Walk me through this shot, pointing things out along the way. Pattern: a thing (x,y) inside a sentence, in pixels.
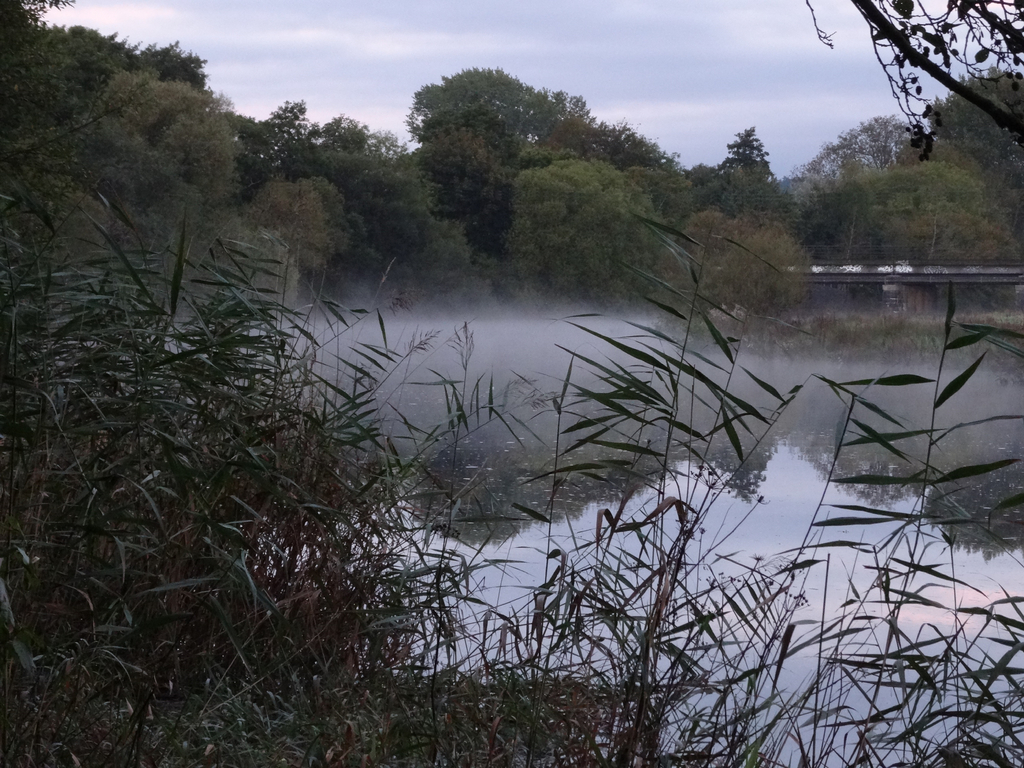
In this picture we can see there are trees (276,143), water (574,442) and a bridge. At the top of the image (488,49), there is the sky (247,2). At the bottom of the image (148,643), there are plants (115,604).
